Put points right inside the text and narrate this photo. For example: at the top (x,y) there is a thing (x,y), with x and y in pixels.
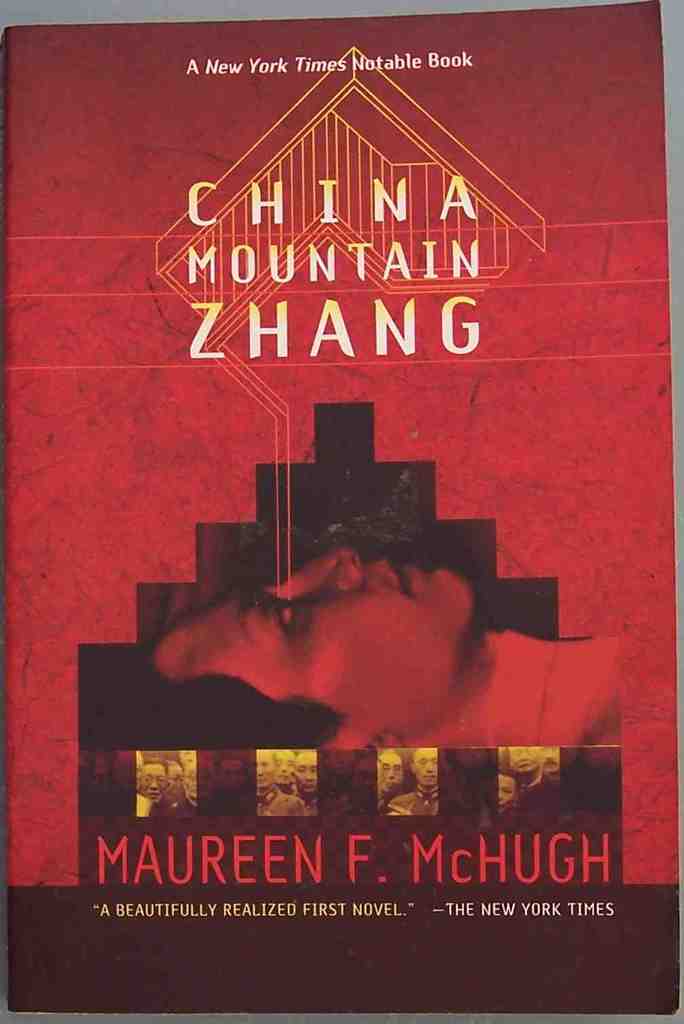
In the image there is a cover page (274,244) of a book (416,808) and there is some text (158,869) on the book (340,888).
